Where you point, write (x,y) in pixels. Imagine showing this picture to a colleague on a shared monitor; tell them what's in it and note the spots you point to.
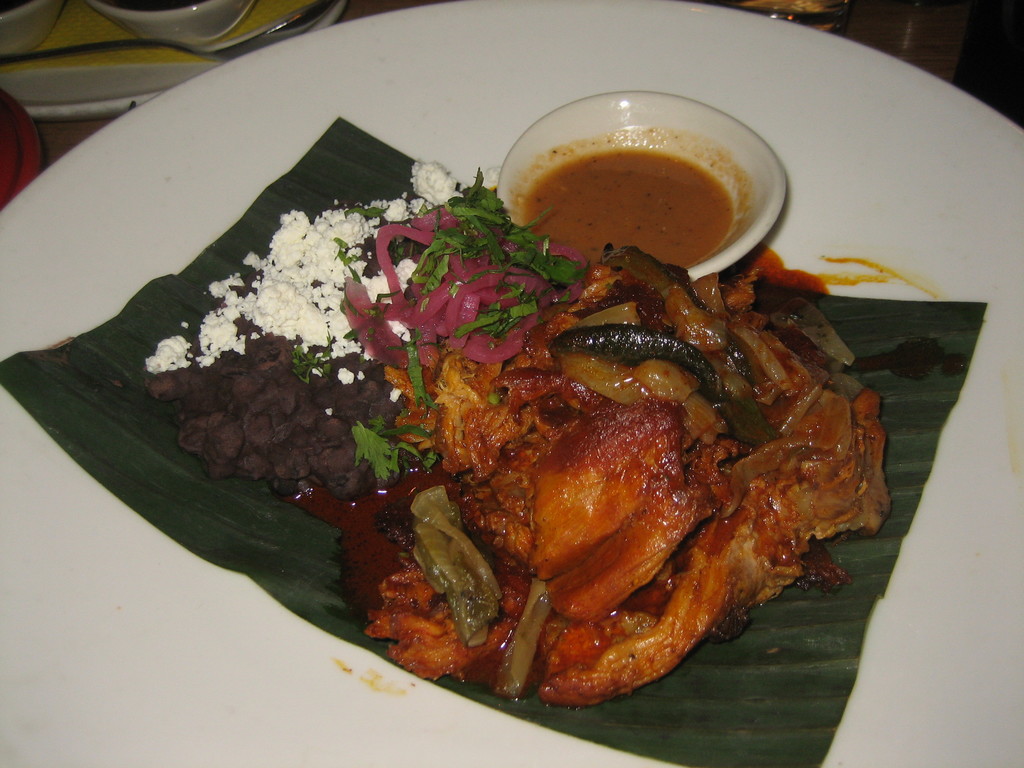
In this image we can see the plate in that there are some food items (712,370) and bowl (537,139) and at the side, there are few objects (122,78).
